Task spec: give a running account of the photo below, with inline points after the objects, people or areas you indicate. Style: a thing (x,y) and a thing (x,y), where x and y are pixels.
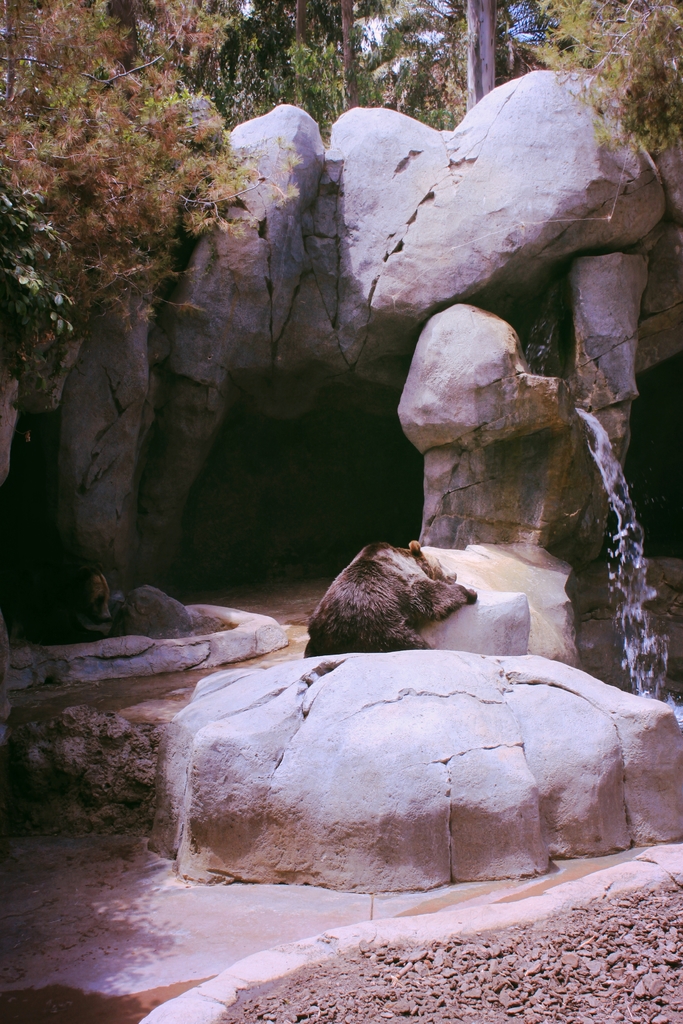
In this image, there are two bears (55,591). I can see water (624,523) falling from the rocks (420,416). In the background (361,79), there are trees (444,70).
